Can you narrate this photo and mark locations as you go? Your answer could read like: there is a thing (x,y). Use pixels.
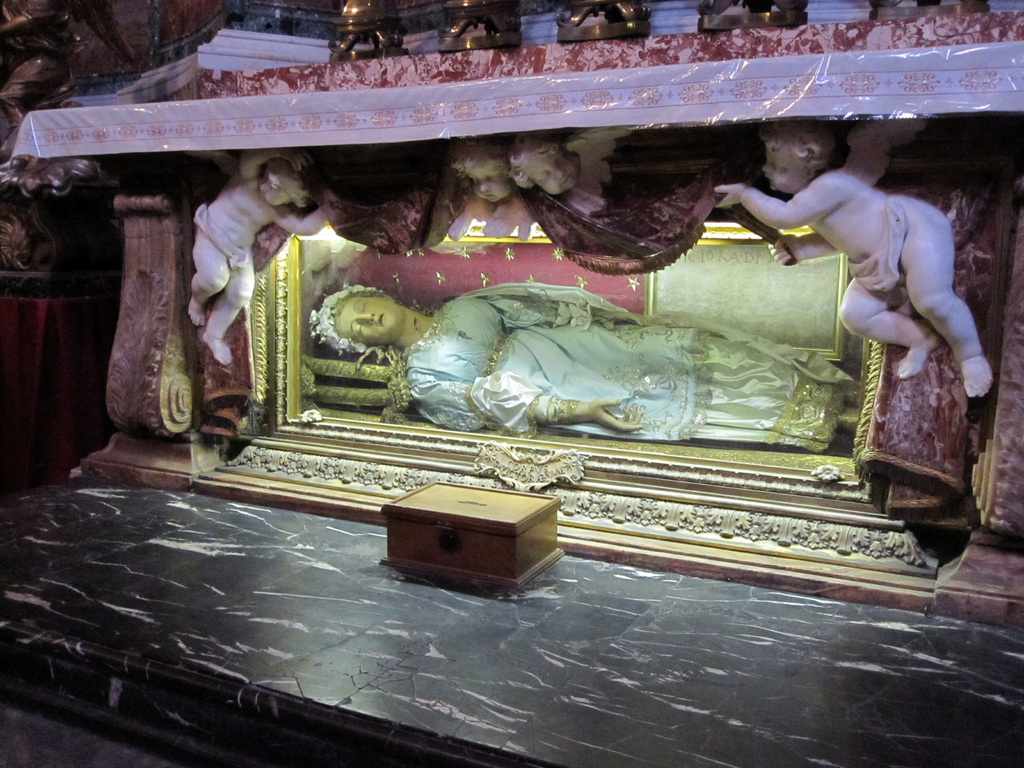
In the picture there is a marble floor (361,708), in front of that there are few sculptures (437,356) and there is a box (467,538) in front of those sculptures (490,411), above that there are fine carvings (729,25) and on the left side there is another sculpture (22,80).
